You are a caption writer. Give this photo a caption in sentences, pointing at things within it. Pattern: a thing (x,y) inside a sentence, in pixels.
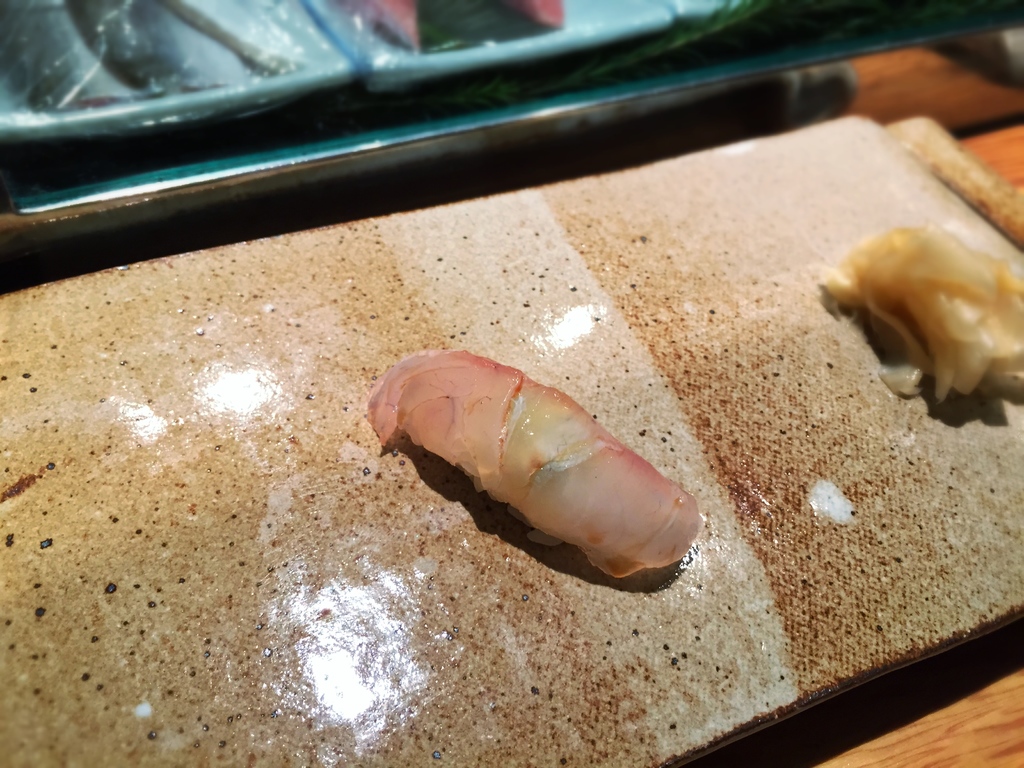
Here we can see a piece of sushi (596,481) and ginger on a ceramic plate (433,572) on a platform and beside to it there is a plate (233,100) with something in it.
